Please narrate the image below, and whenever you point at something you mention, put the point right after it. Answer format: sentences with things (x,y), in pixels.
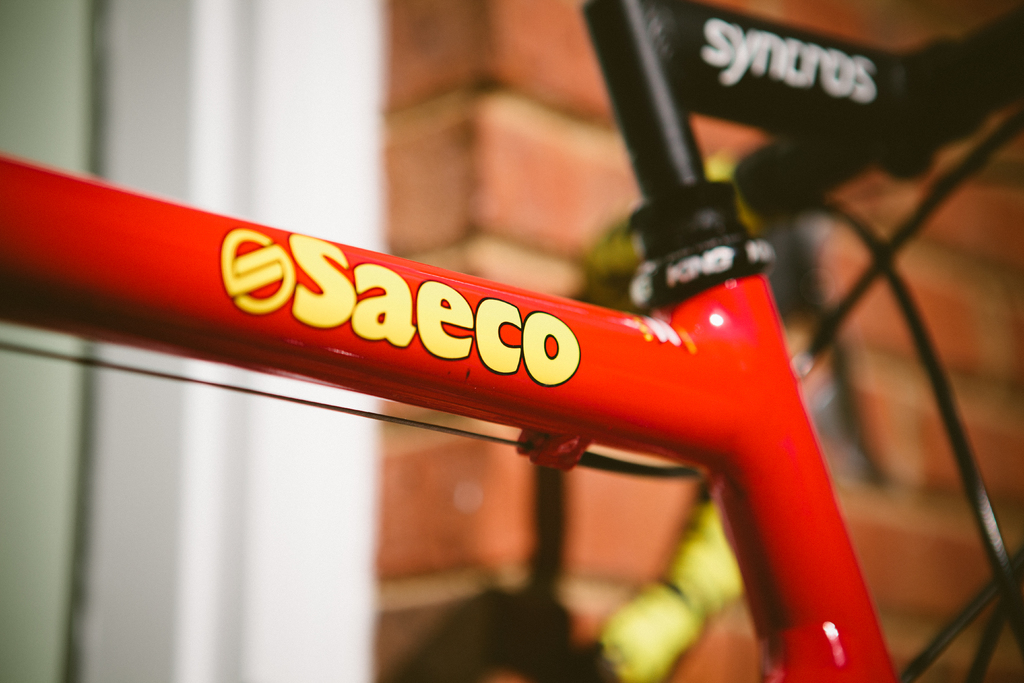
In the center of this picture (572,429) we can see a red color object (731,396) seems to be the part (769,373) of a bicycle (681,43) and we can see the text (531,356) on the bicycle (793,128). On the right (897,273) we can see the cables (887,260). In the background (561,634) we can see the wall (491,172) and some other objects (192,482).
